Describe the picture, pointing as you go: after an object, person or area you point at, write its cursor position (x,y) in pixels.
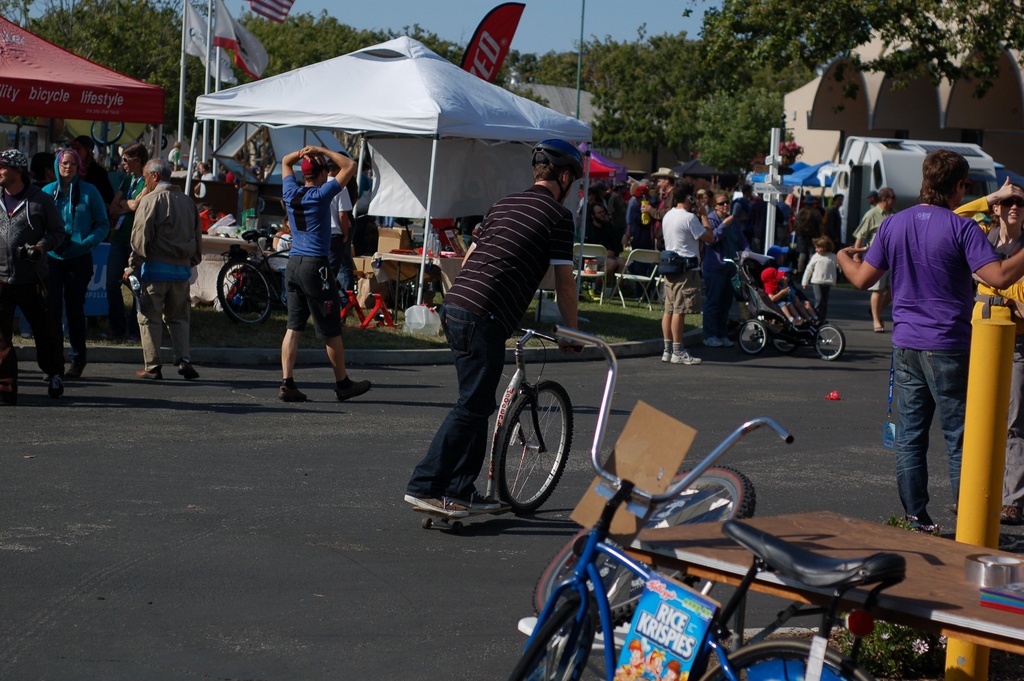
In this image, we can see a group of people (1001,224). Few (1016,250) are standing and walking. Here a person (489,413) is riding a vehicle (539,450). At the bottom (593,475), we can see road (431,642) few bicycles (670,651), plants (906,669), tables (982,616), some objects (705,623) and pole (981,503). Background we can see few stalls (50,144), rods (580,204), flags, banners (99,260), chairs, tables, houses (971,114), trees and few things (915,157). Top of the image (621,20), there is the sky (433,9). On the right side of the image (833,335), we can see a stroller (776,317) on the road (735,390).
